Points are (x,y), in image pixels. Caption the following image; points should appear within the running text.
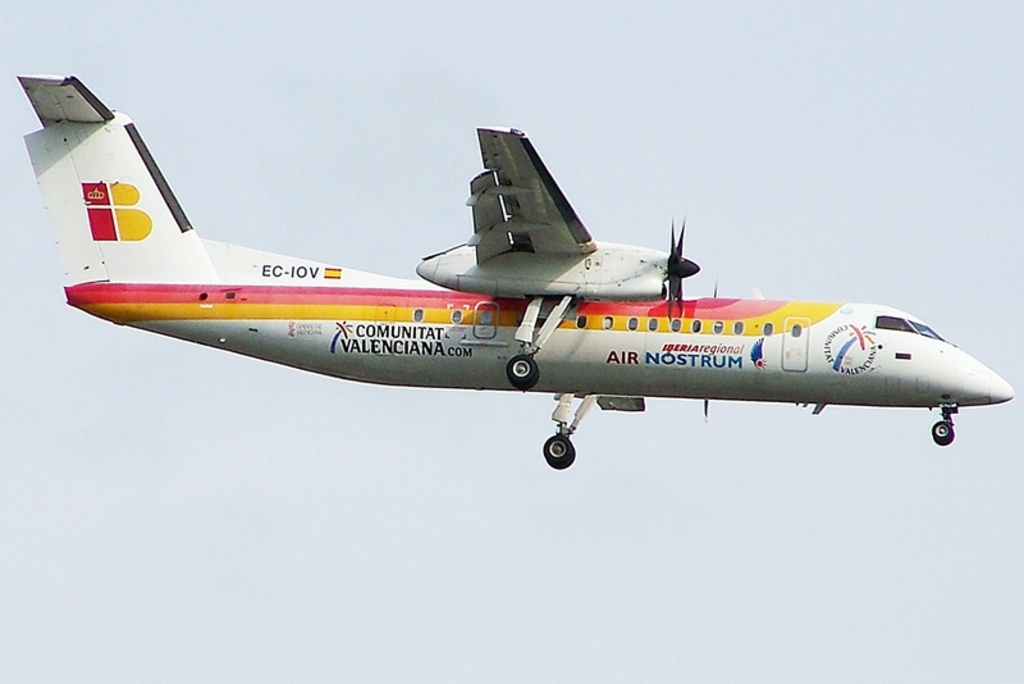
In the center of the picture (483,268) there is an airplane (483,268) flying in the sky (727,420).
